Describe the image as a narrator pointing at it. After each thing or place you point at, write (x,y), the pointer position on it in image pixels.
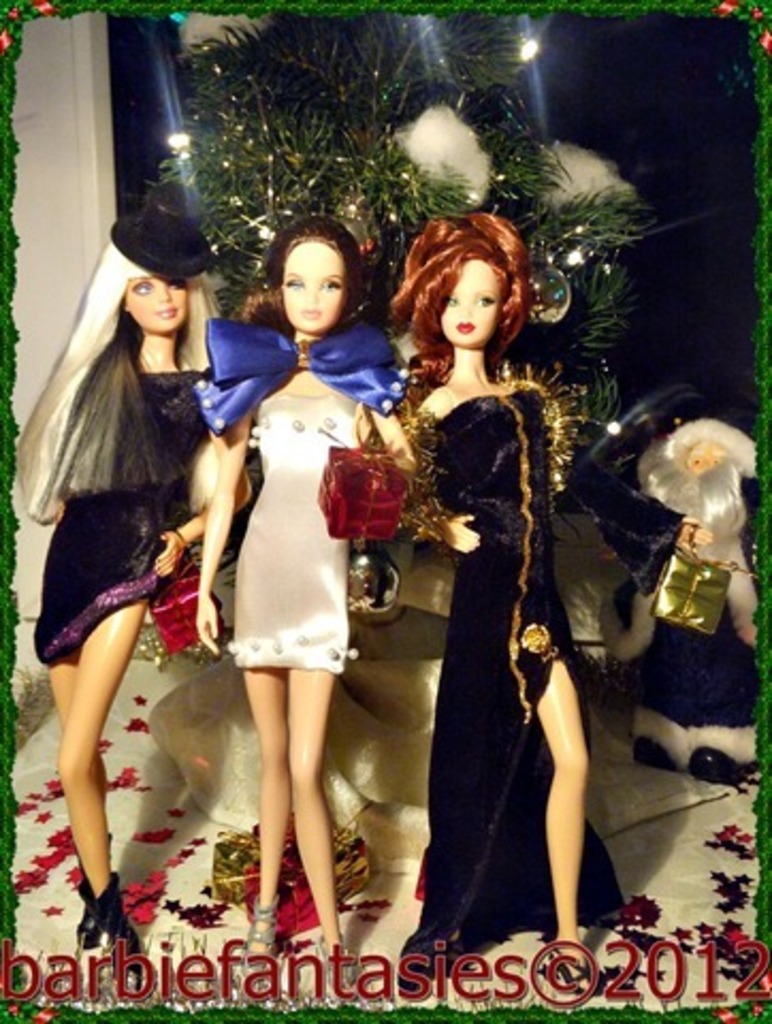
In this image we can see three Barbie dolls (234,641) holding presents (679,564). In the background (251,158), we can see Xmas tree (355,58). Here we can see the watermark (749,993) at the bottom of the image (375,962).
